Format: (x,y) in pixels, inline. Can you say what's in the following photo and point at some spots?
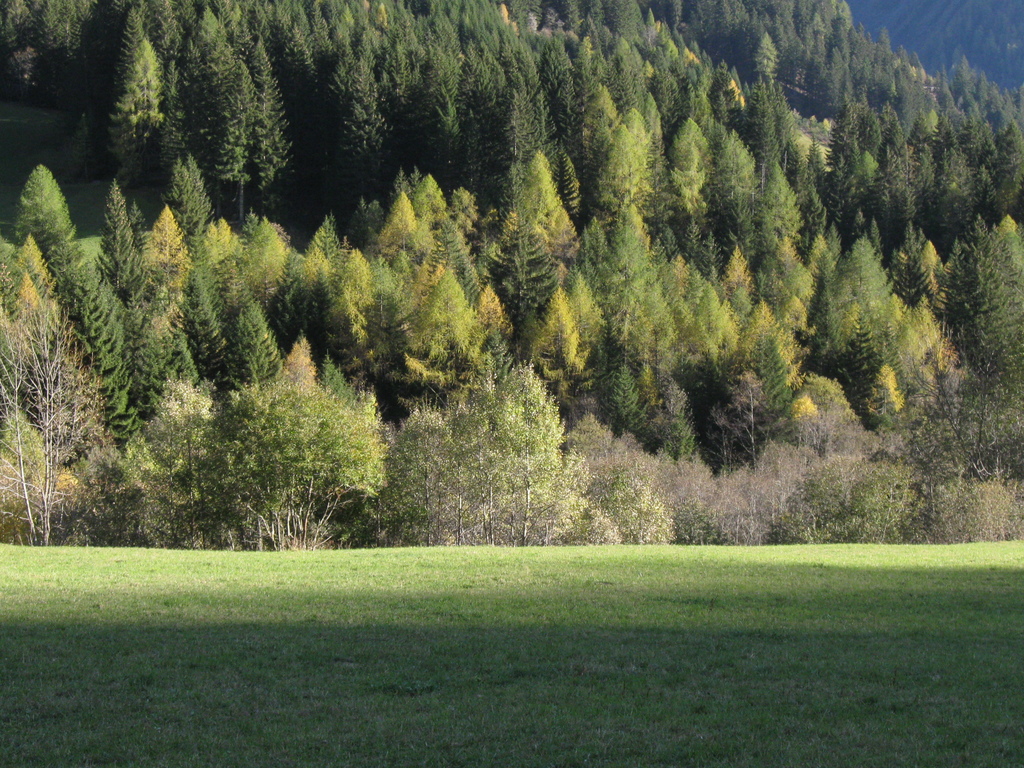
In this image to the bottom (464,635) there is grass (523,630), and in the background (540,328) there are some trees (794,310) and plants (255,431).
